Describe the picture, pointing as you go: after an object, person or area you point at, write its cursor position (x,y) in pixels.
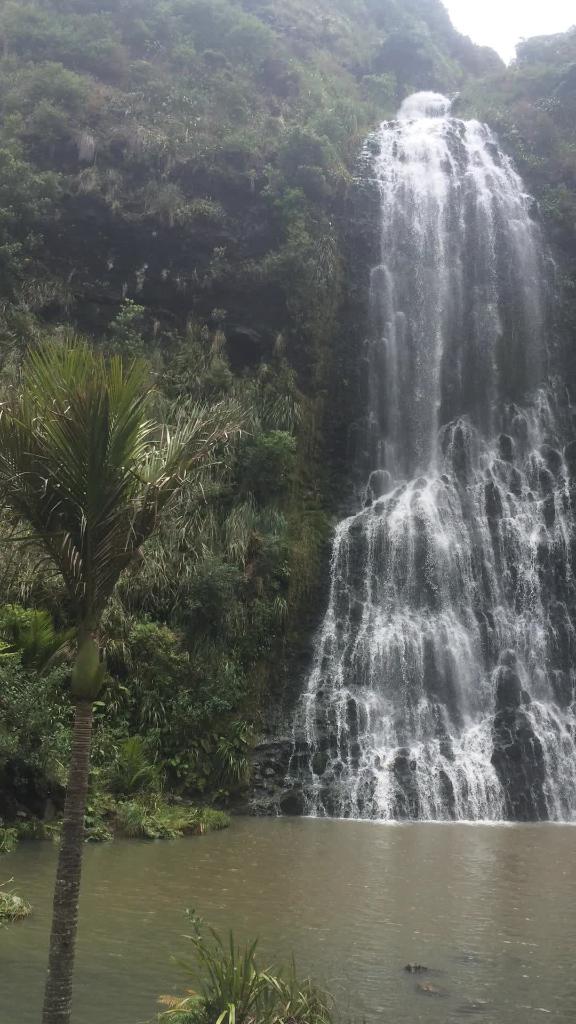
In this image there is a waterfall (401,520), beside the waterfall (401,520) there are trees (163,23), in front of the image there is a tree (68,961), plant (256,973) and water (275,876).
